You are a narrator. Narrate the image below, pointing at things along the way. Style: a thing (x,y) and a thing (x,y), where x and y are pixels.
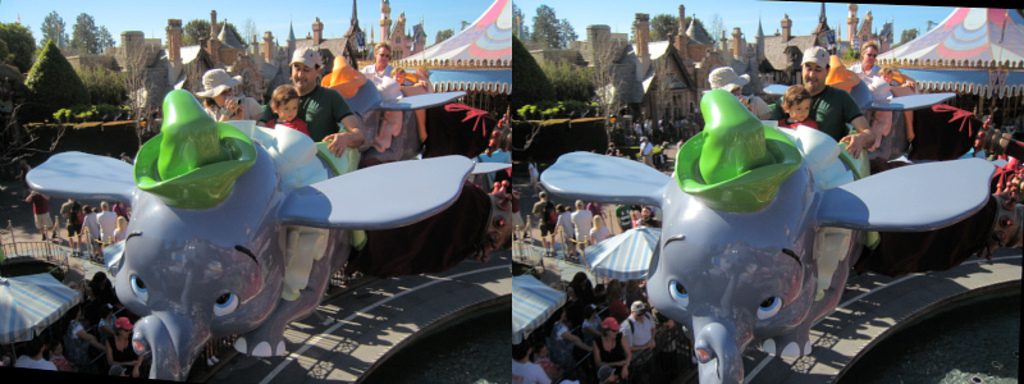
This is an edited image. This picture is the collage of two images. In this picture, We see the people (308,129) are riding the carousel (392,151). In the left bottom (40,363), we see the people (84,334) are standing under a tent (51,308). Behind them, we see the railing (43,239) and beside that, we see the people (100,215) are standing. In the right top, we see a tent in white, red and blue color. There are trees (133,89) and the buildings (261,53) in the background (329,64). At the top (280,22), we see the sky (298,24). This image is same as the image which is on the right side (788,205).
